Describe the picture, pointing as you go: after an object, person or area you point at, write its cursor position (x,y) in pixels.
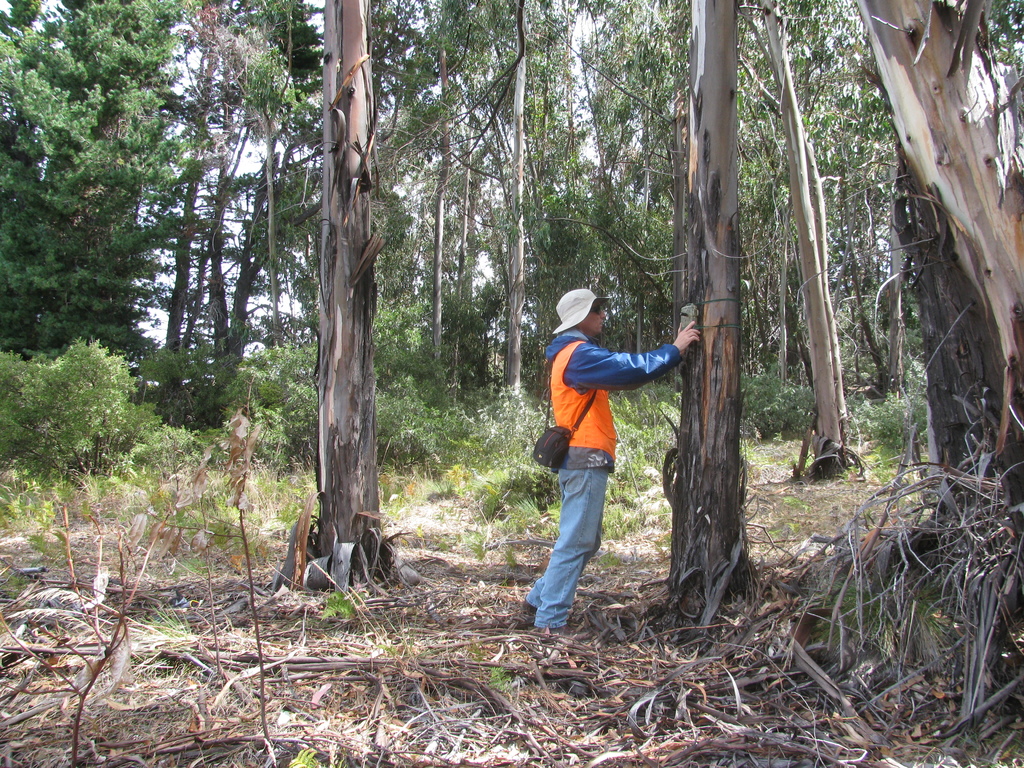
In this picture I can see a person (588,432) standing. I can see the plants (459,477). I can see trees (587,201).
